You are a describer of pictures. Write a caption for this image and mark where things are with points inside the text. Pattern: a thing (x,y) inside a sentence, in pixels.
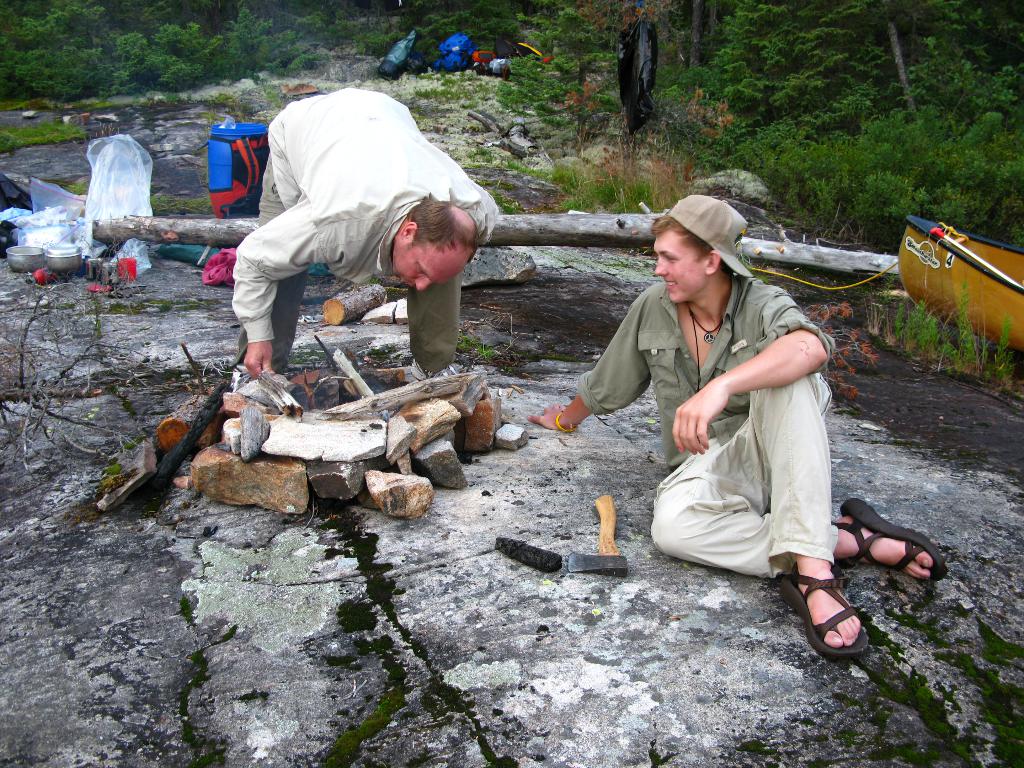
In this picture there is a man (277,215) who is wearing shirt (288,232), trouser (420,340) and shoes (446,376). He is holding the woods (297,407). On the right (712,406) there is a man (733,451) who is sitting on the ground (547,540), beside him I can see an axe (601,521). On the left (106,261) I can see some basket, bowls (71,250), jar (96,279) and other objects (214,255). In the back (509,65) I can see some bags (457,63). On the background (342,50) I can see many trees (902,58) and stones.
